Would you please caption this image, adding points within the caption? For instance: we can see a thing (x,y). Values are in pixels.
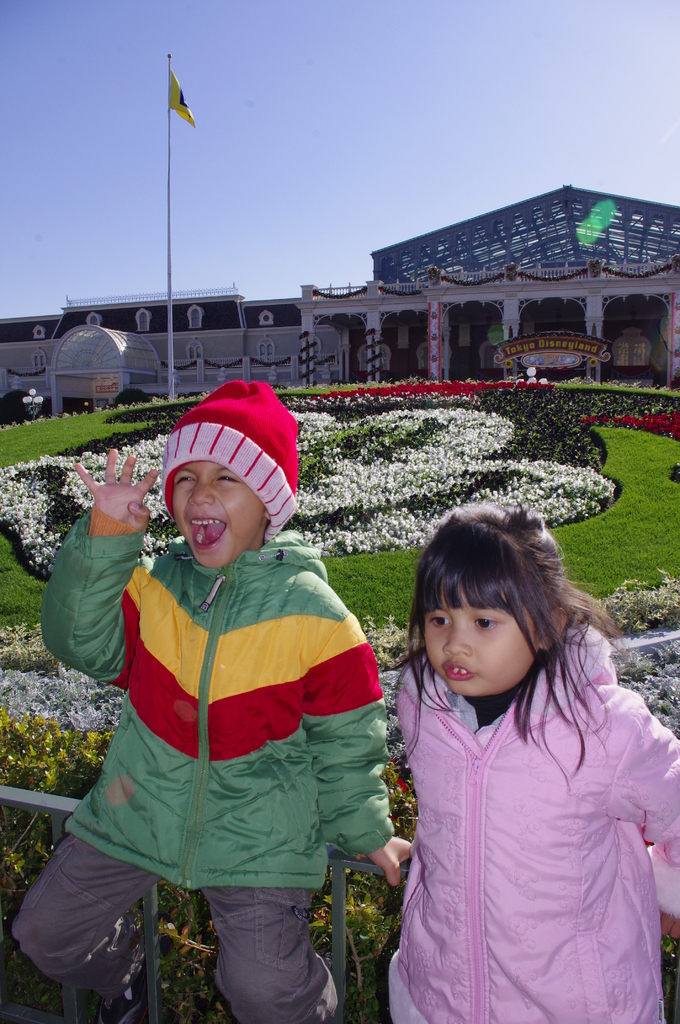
In this image I can see two people (353,736) with different color dresses (229,766). I can see one person (191,549) with the cap (205,445). In the back (7,542) I can see the grass (364,593) and there are some white flowers (481,494) can be seen. In the background (180,334) I can see the flag pole (171,334), building (177,360) and the sky (280,140).
